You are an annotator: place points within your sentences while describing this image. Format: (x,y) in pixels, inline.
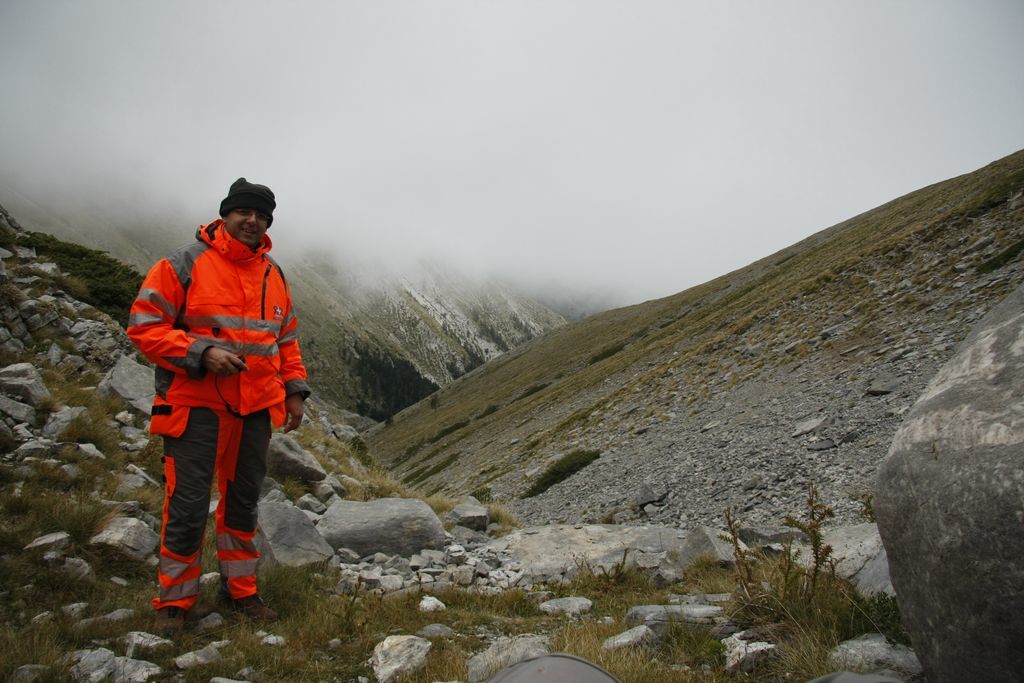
In this image there is a person (205,337). At the bottom of the image (448,611) there are rocks (46,323) and there's grass (560,615) on the surface (620,606). In the background of the image (512,364) there are mountains (386,317). At the top of the image (495,85) there is sky (522,75).
